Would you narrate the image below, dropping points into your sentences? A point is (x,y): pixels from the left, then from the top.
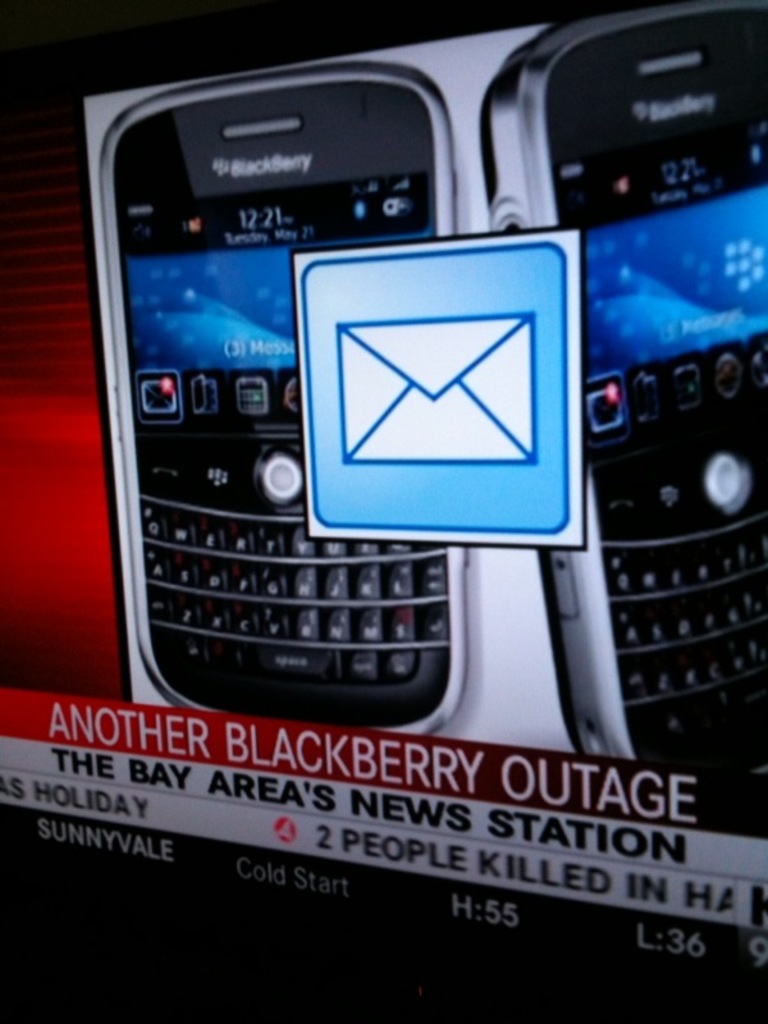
In this image, we can see two black berry mobile phones (567,42) on a picture (482,42) and there is ANOTHER BLACKBERRY OUTAGE printed in white color.
